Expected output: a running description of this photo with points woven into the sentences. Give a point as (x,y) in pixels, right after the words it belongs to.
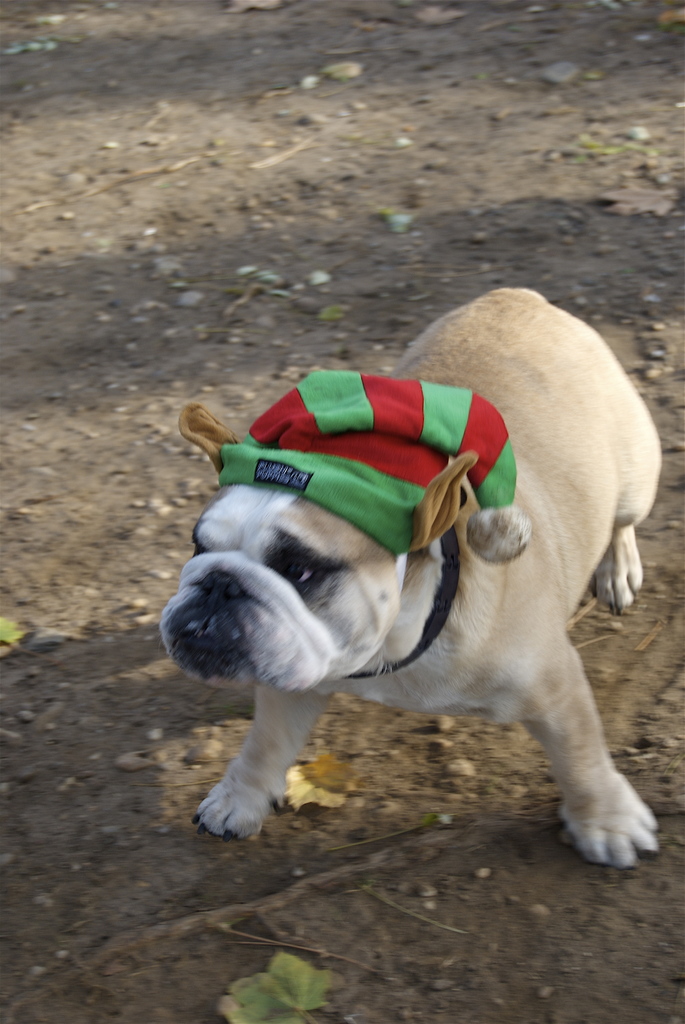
In this picture we can see a dog (393,619), at the bottom (418,792) there is soil (446,840) and some stones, we can see a cap (445,494) here.
